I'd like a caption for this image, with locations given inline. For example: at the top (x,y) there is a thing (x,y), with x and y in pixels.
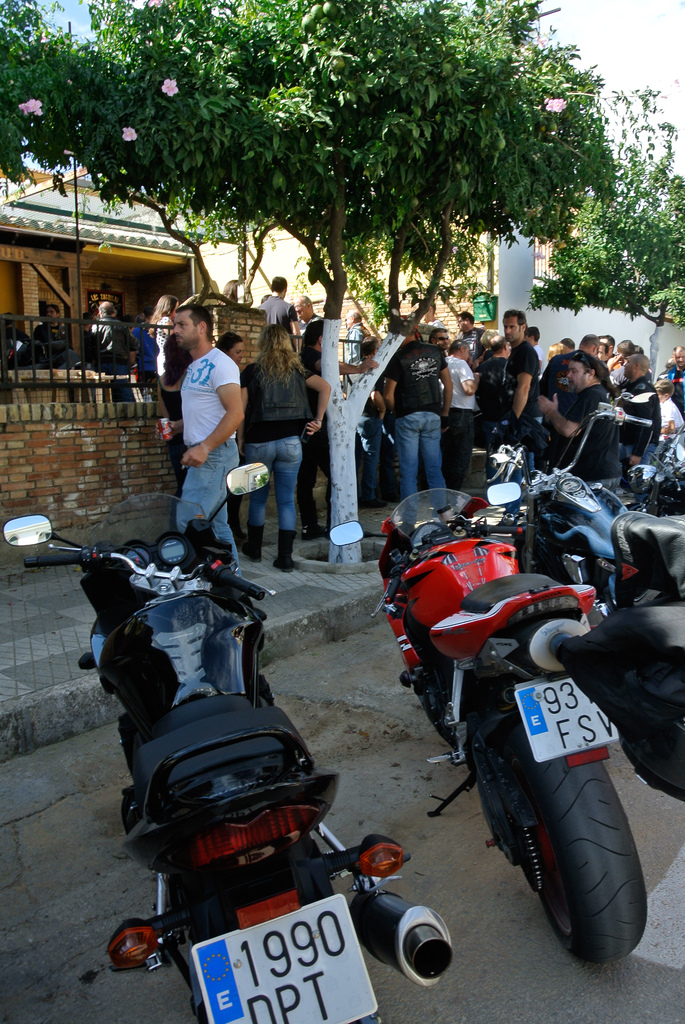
In this picture we can see some sports bike (372,873) parked in the front (316,864). Behind there are people (303,352) standing and discussing. In the background (361,209) we can see brown house (139,304) and some trees (341,211).
